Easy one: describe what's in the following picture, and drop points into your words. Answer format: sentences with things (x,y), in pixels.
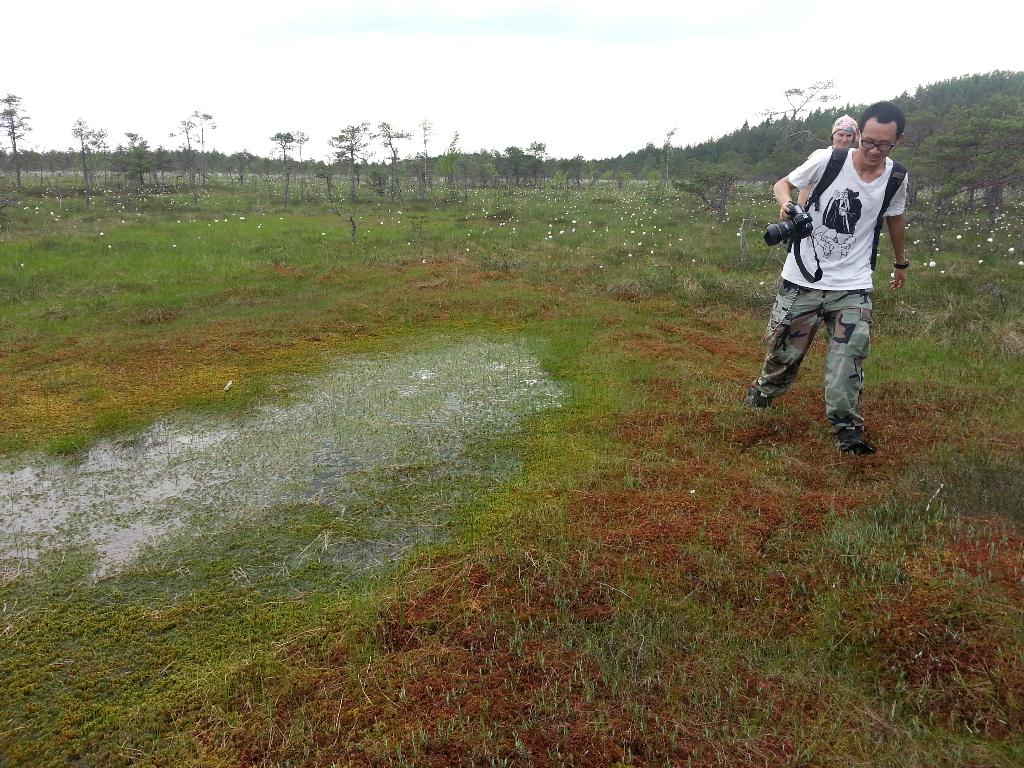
In this picture we can see a person (856,268) wearing a spectacle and holding a camera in his hand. He is walking on the grass (838,487). We can see another person (856,127) at the back (847,136). Some grass (211,563) and water (211,506) is visible on the ground (476,237). We can see a few plants (1001,160) in the background (992,169).
